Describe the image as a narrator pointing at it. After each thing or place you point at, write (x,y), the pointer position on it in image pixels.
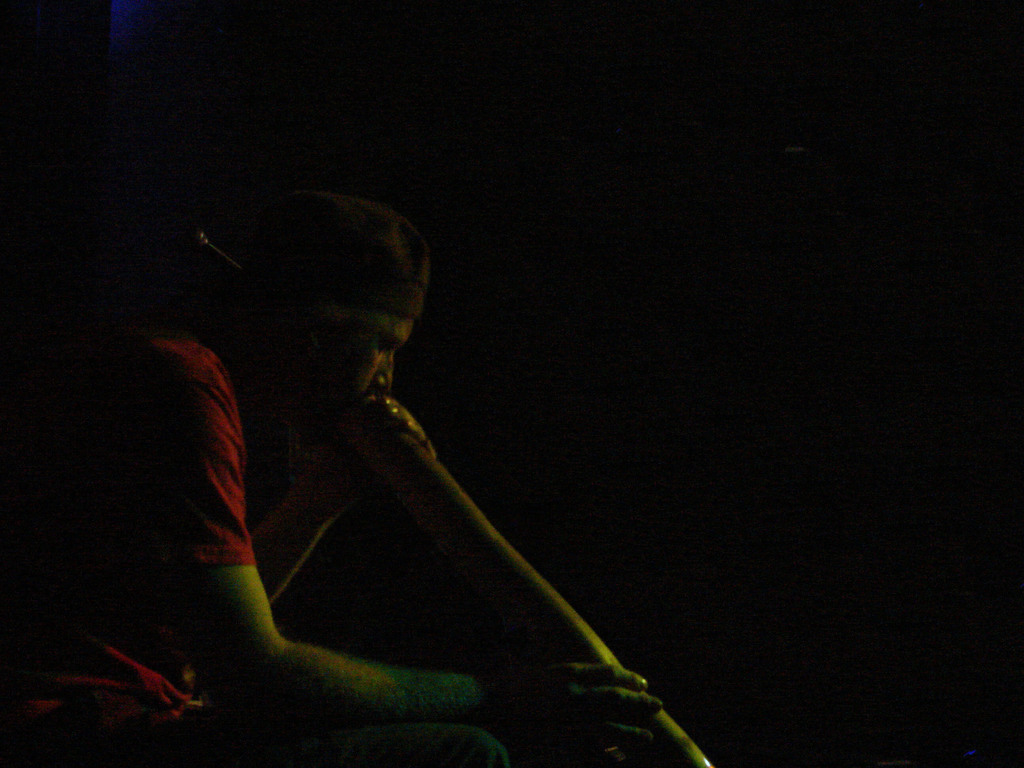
In this image we can see a man (203,525) wearing the red color t shirt (217,440) and holding the wooden stick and the background (206,16) is in black color.
